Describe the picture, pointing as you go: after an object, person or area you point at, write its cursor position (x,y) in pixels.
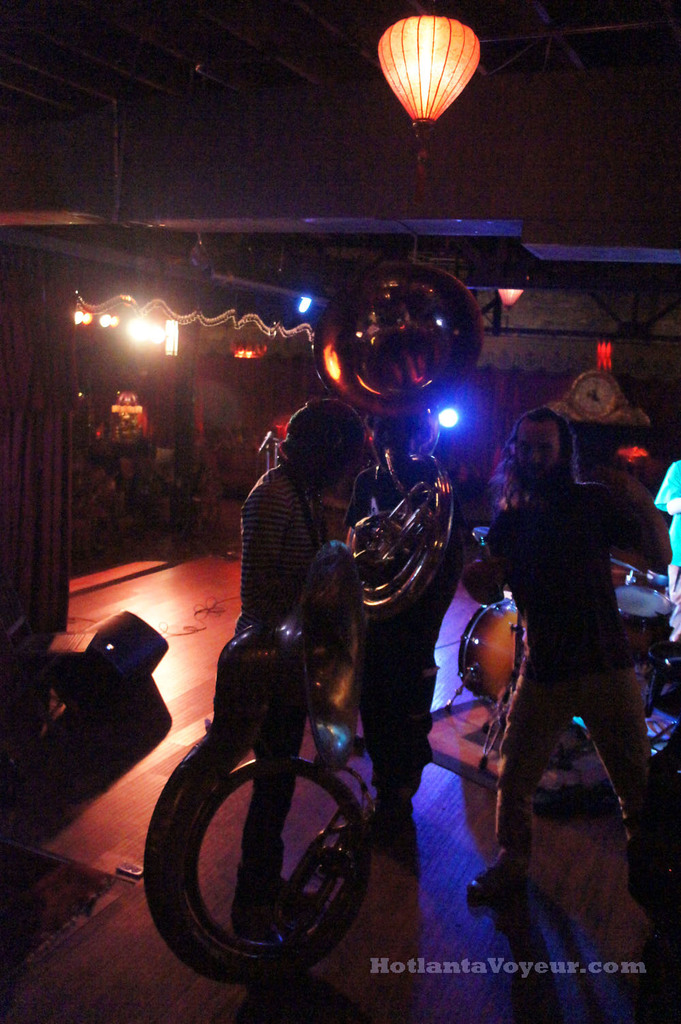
In this image there are a few people (266,854) playing musical instruments (360,864), a drum kit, some lights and a lantern (412,72) hanging from the roof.
